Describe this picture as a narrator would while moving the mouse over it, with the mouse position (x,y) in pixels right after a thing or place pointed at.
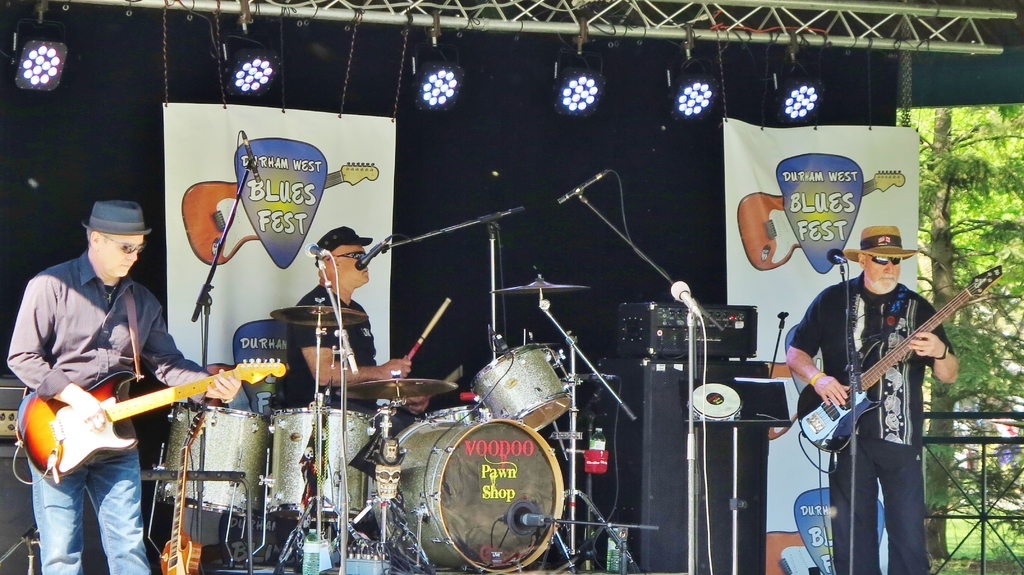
In the image in the center (382,377) we can see three persons (57,364). And we can see two persons (828,368) were standing and holding guitar (65,458) and middle person (325,348) is sitting and holding sticks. Between them, we can see musical instruments (287,421) and microphones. In the background (520,178) we can see banners (384,134), lights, trees (994,252), fence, curtain (437,169) and few other objects (758,32).
